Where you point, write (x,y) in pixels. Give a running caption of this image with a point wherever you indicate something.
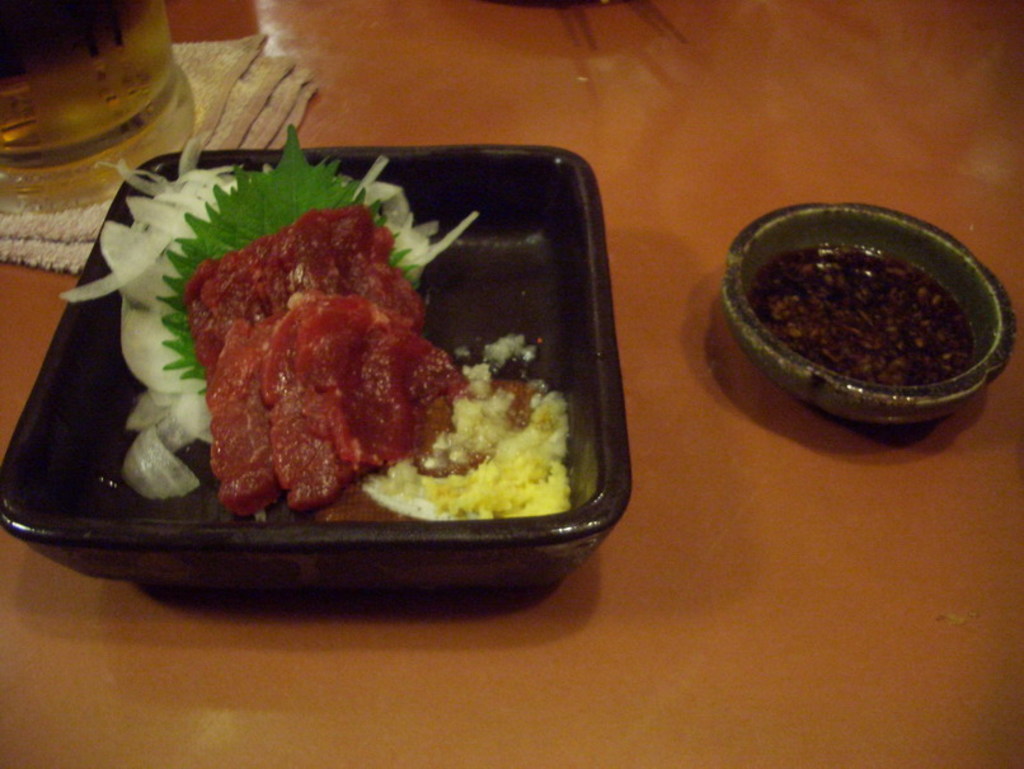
In this image some food item (376,291) is placed in a bowl (364,346). There is a drink glass (113,110) place on the cloth (224,104).
